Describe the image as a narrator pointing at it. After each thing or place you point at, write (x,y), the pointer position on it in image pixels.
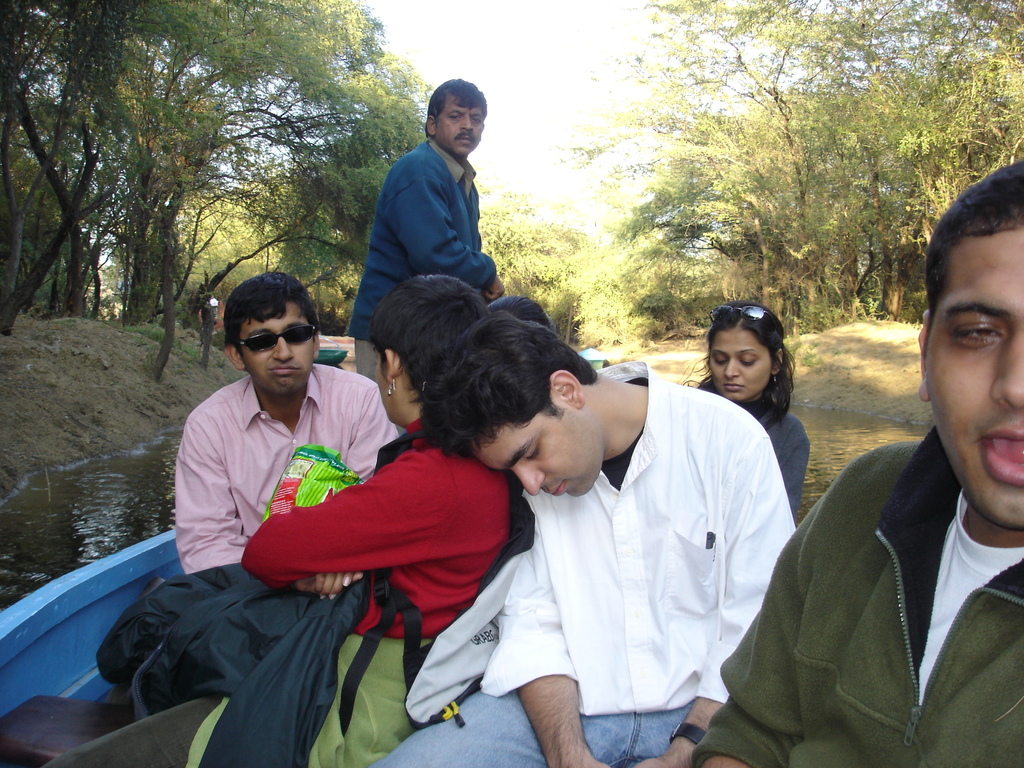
In this picture we can see few boats (130,568) on the water (121,529), and we can find few people (364,524) in the boat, in the background (508,236) we can see few trees (536,209).
